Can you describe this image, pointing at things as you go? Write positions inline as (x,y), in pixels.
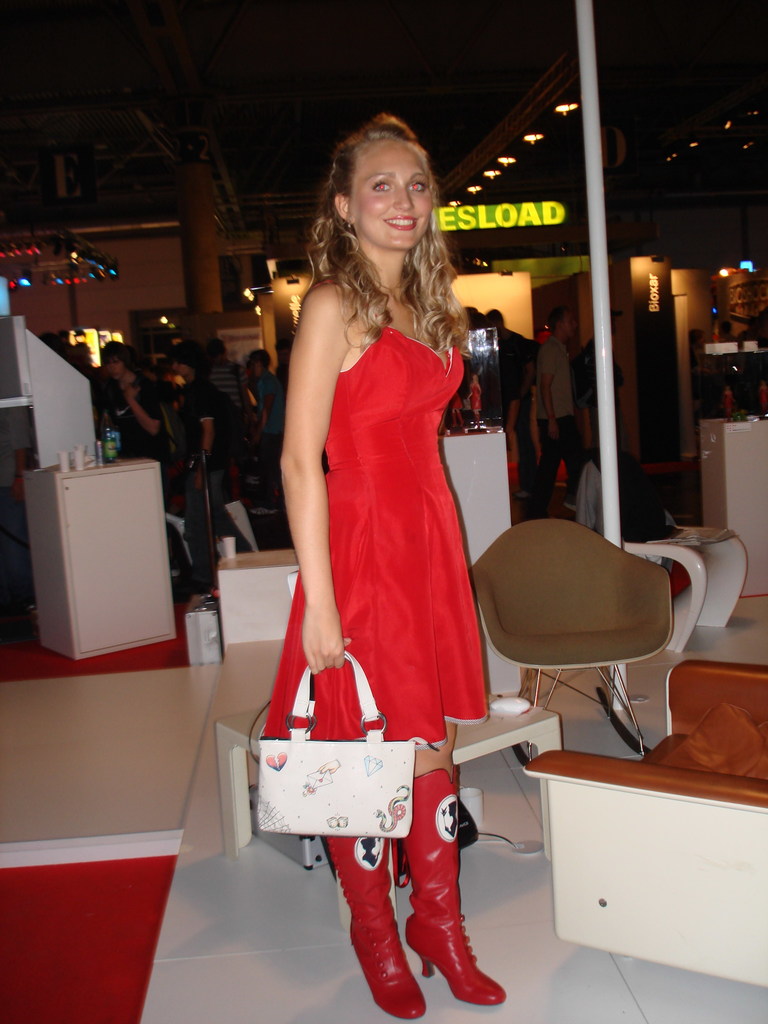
In this image a woman (426,623) is standing on the floor (485,962) with a handbag (355,804). Behind a woman (471,633) there is a chair (557,655) and table (503,722). We can see stores (625,272), sign board (480,222), lights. There are groups of people (200,389) walking around the floor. There is a pole (615,478) and a woman (413,256) is smiling.
